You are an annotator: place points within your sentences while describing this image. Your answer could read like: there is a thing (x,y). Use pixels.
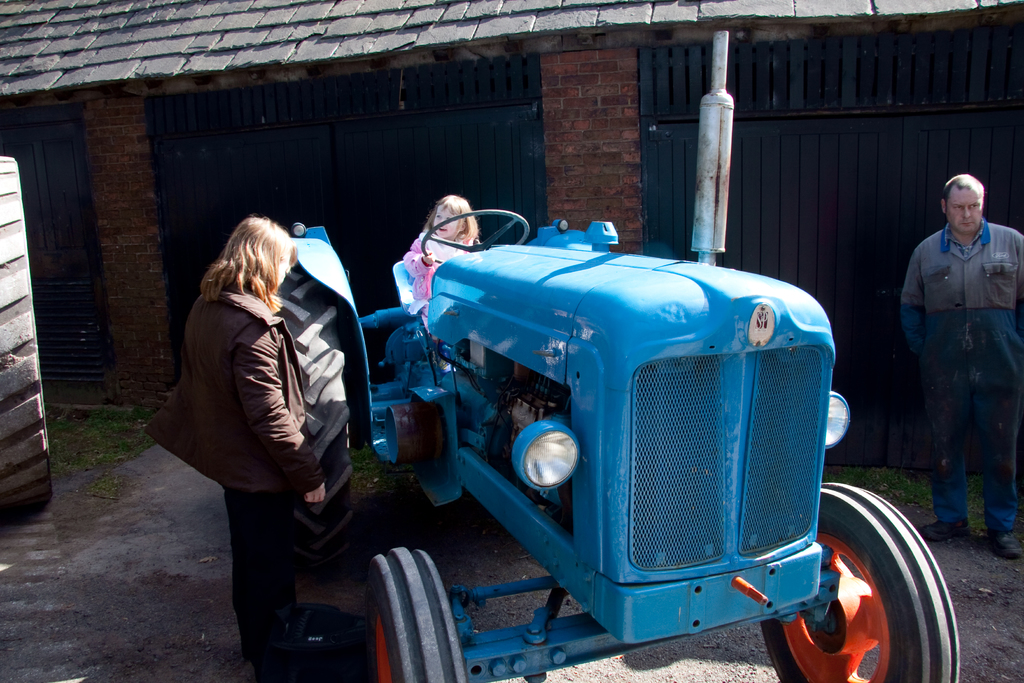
In this image I can see the vehicle (492,476) and I can also see the person (463,219) sitting in the vehicle (481,265) and I can see two persons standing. In the background (595,150) I can see the railing (359,110) and the wall (590,135) is in brown color.
